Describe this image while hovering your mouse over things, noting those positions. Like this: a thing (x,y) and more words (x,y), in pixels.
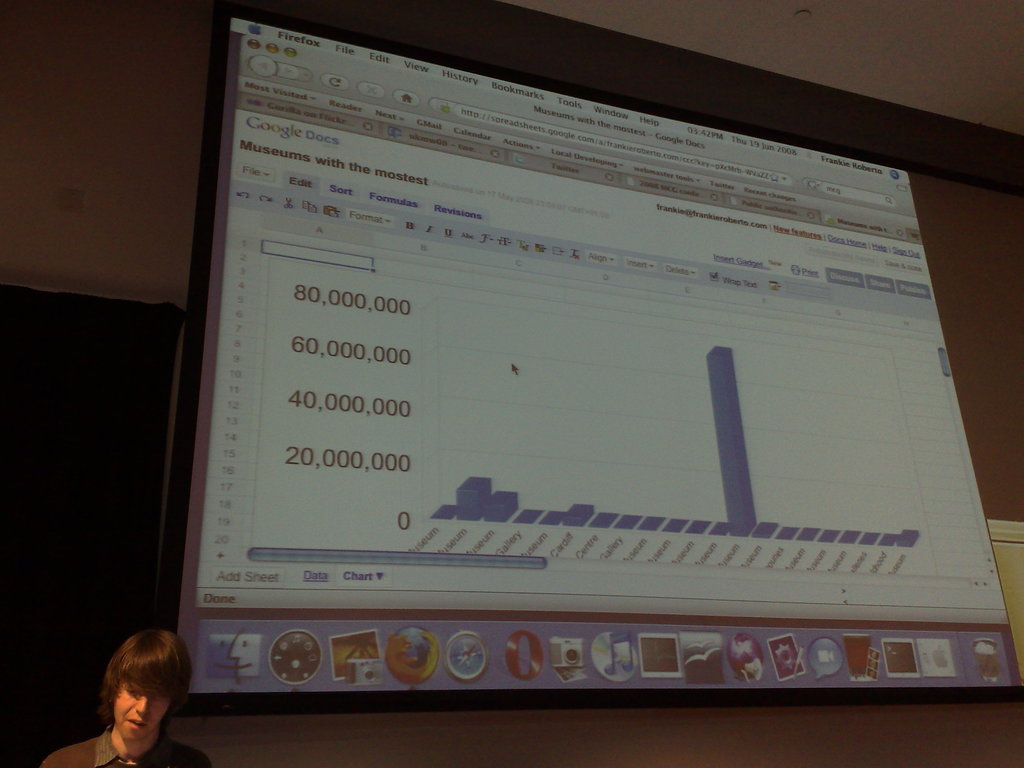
In this image there is a man (131,730), in the background (228,704) there is a screen (241,701), on that screen (261,46) there is a presentation (776,640).
